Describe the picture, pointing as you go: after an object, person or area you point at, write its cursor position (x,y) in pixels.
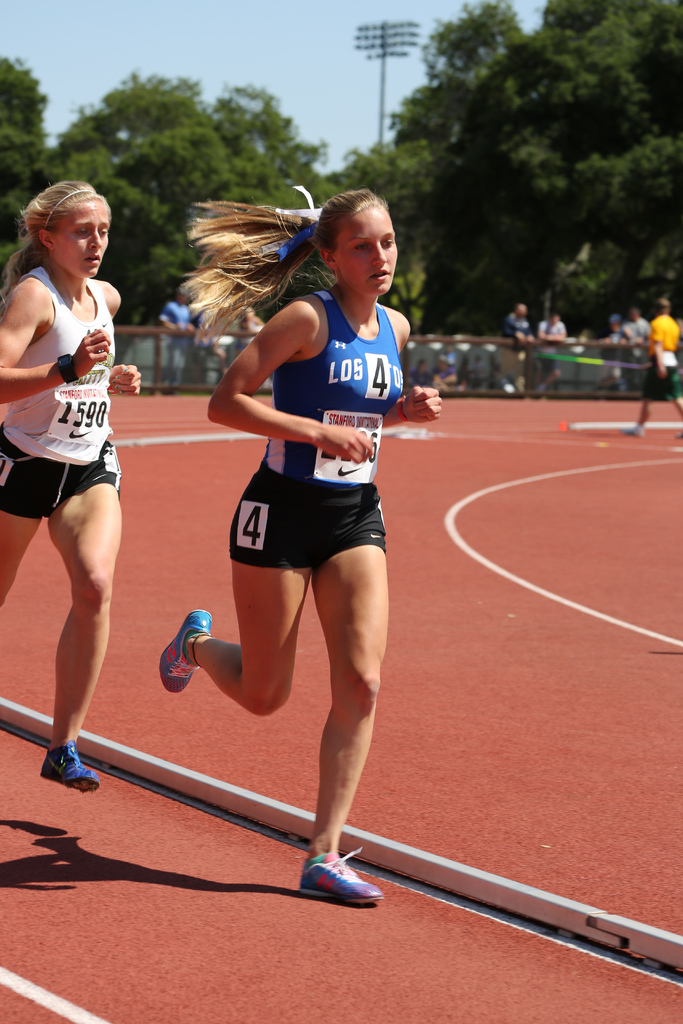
In the picture we can see two women (372,250) are running on the running surface (595,636) and they are wearing a sportswear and shoes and in the background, we can see a fencing wall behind it, we can see some people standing and we can also see some trees (649,193) and a sky (60,76).
